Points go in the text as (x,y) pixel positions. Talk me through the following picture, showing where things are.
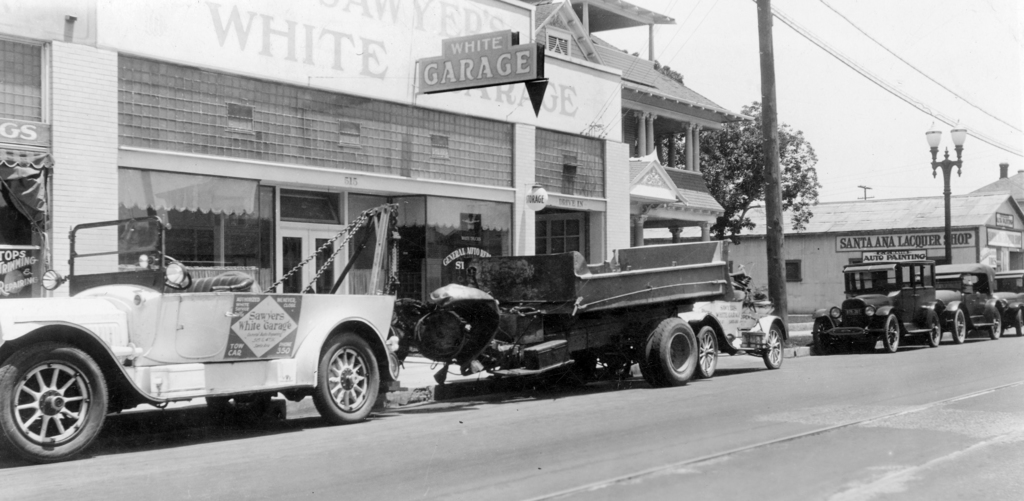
This is a black and white image there are few cars (347,353) and trucks (641,358) on the side of the road (218,433) with building (196,205) beside it and a tree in the middle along with street lights (934,170) and above its sky (855,92).
